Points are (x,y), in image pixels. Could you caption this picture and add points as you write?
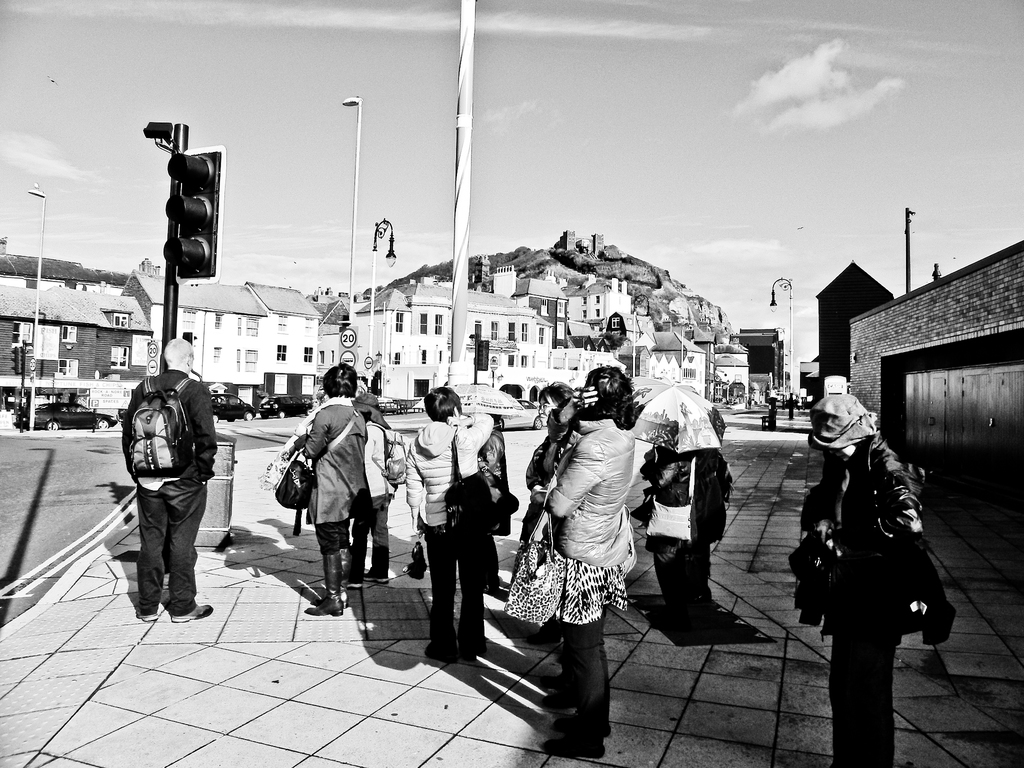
This is a black and white image, where there are group of people (458,544) standing, signal lights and boards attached to the poles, buildings (260,317), vehicles (66,414), road (1,488), and in the background (530,138) there is sky (617,132).
